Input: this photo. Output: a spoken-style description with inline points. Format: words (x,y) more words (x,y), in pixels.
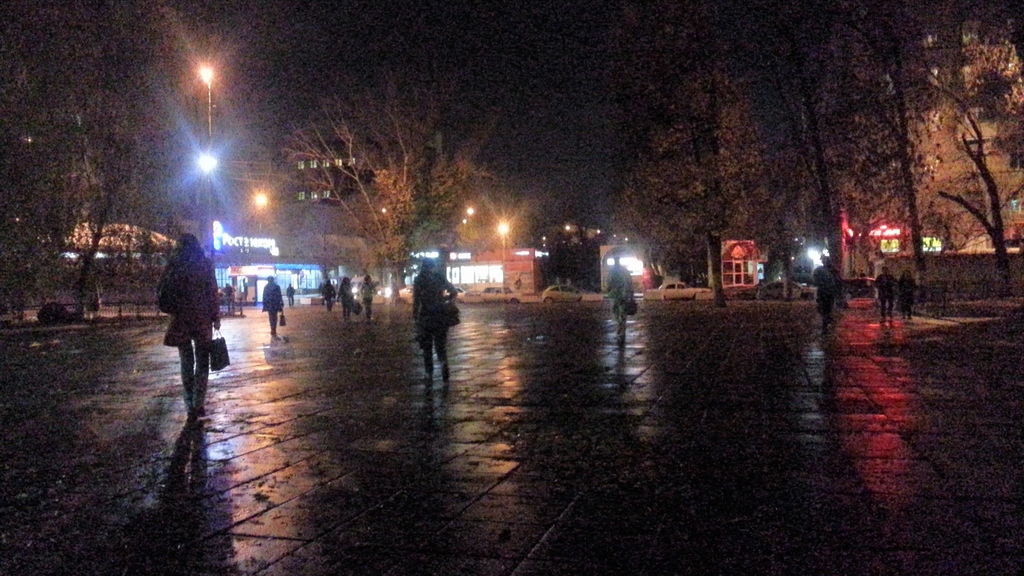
This picture is clicked outside. In the center (425,363) we can see the group of people (423,342) walking on the ground (599,395). In the background (694,154) there are some trees (654,173), lights (267,238) and buildings (121,261).
